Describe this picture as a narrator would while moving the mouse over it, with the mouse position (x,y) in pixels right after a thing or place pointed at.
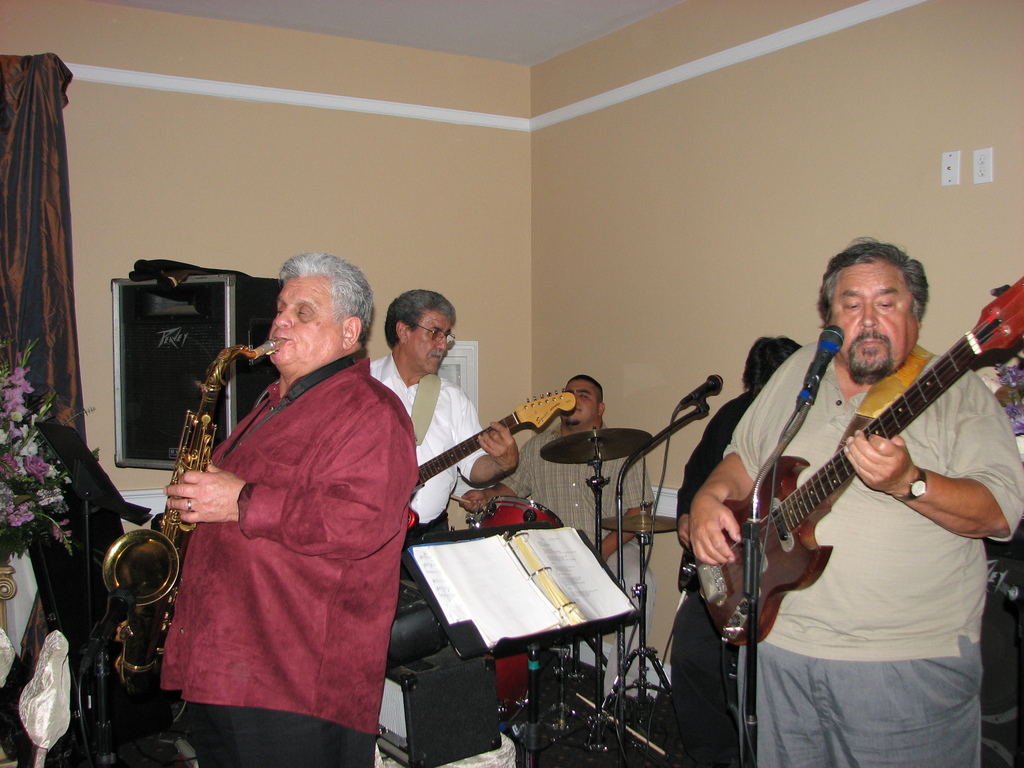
This picture is clicked in the room (487,358) where there are musicians (439,486) performing. At the right side (877,504) the man (879,568) is standing and holding a guitar (799,518) in his hand (871,481). In the center (562,502) the man (582,489) is sitting and playing drums (536,505). At the left side (302,496) man (322,494) is standing and holding a musical instrument (190,434) and playing. In the background (35,220) there is a brown colour curtain (44,202) and flowers (21,466).
